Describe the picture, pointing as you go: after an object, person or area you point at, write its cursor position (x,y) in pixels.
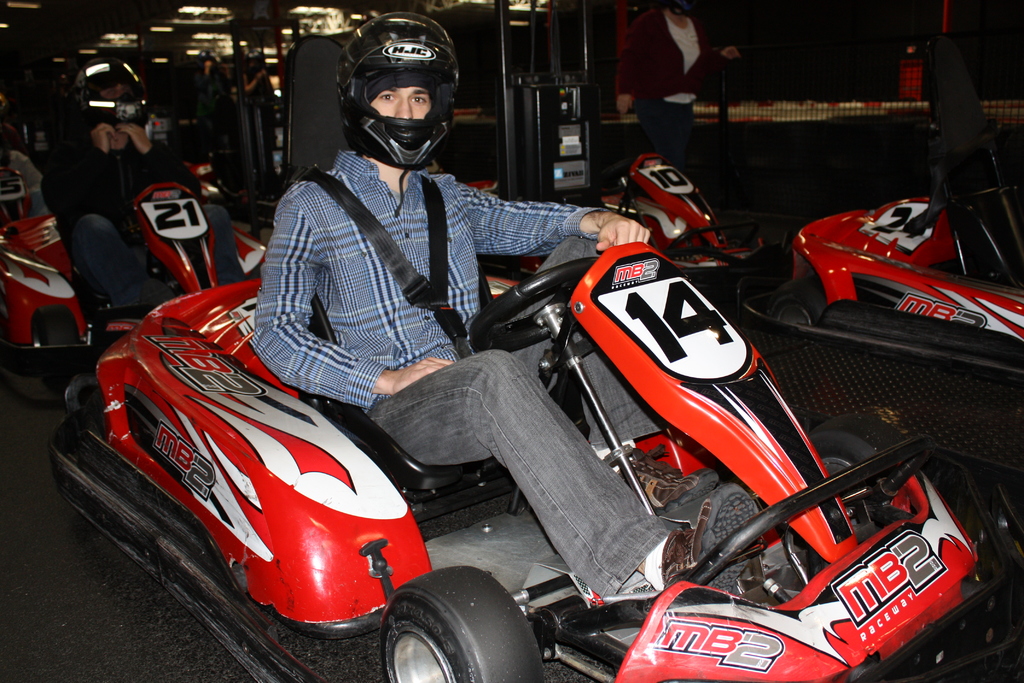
In the middle of the image (583,238) two persons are sitting on the vehicles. Beside them there are some vehicles (1005,341). At the top of the image (676,1) a person (688,17) is standing.
